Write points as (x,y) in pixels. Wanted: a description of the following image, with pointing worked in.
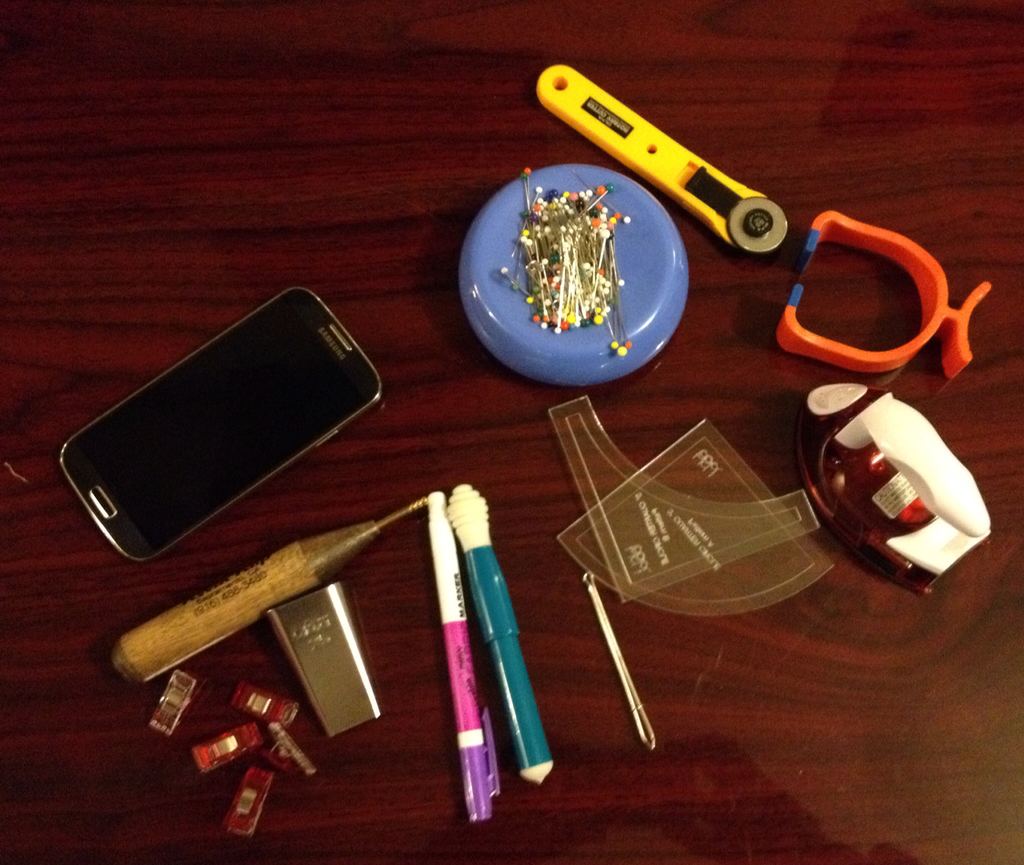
In this image there is a mobile (178,465), magnet (492,218) with plastic head pins (571,244) on it, pen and some other objects (166,644) on the wooden board (789,26).
